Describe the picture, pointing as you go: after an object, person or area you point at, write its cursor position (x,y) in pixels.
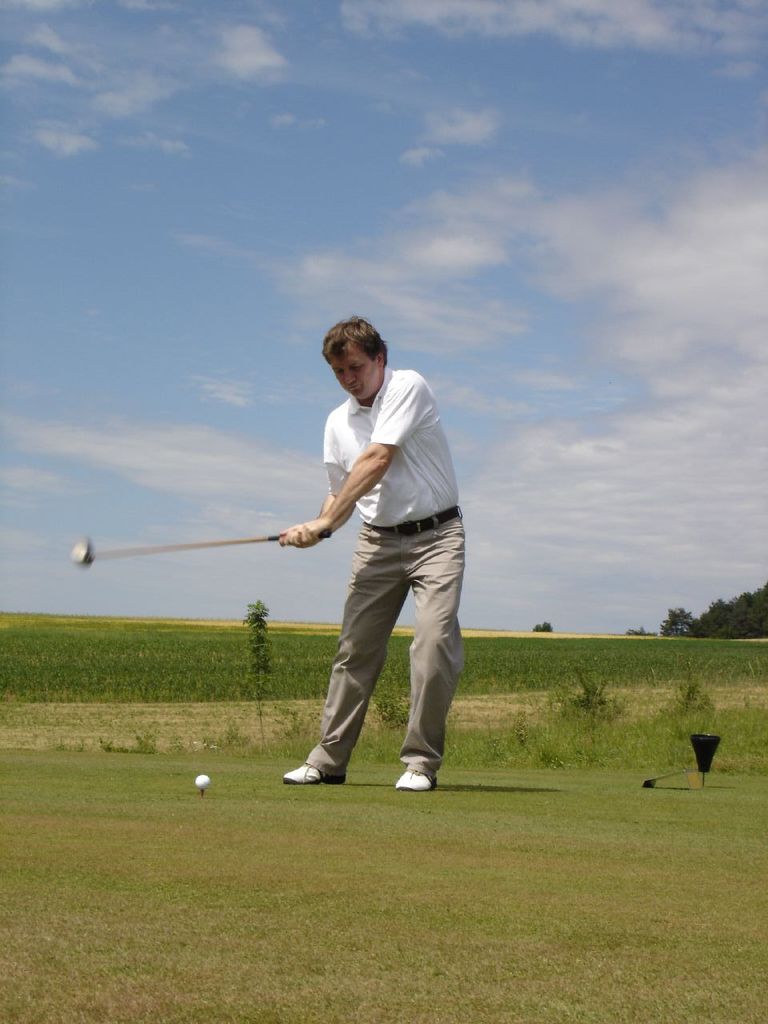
In the center of the picture (377,530) there is a person (351,720) playing golf, holding a golf club (88,544). In the background (254,655) there are plants (576,701) and field (477,658). In the background (704,622) towards right (704,622) there are trees (710,621). Sky (548,244) is sunny.
